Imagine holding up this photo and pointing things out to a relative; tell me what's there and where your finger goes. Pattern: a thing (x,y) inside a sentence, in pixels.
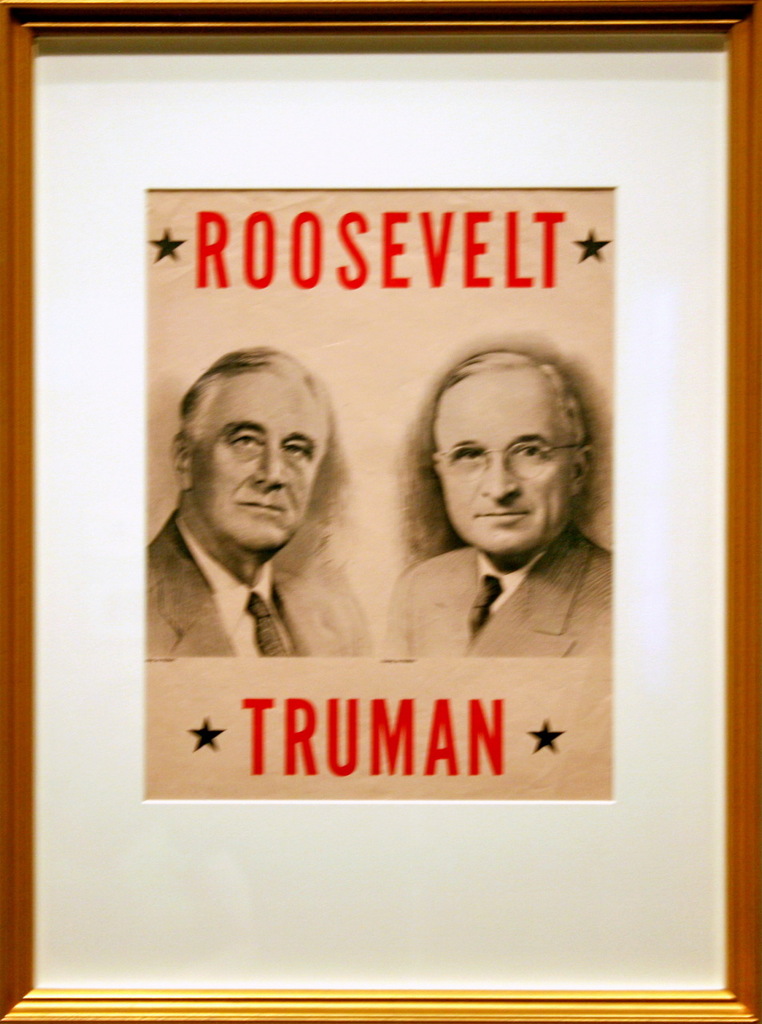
In this picture we can see a frame (573,719). On the frame (307,816) there are two persons (485,562).
